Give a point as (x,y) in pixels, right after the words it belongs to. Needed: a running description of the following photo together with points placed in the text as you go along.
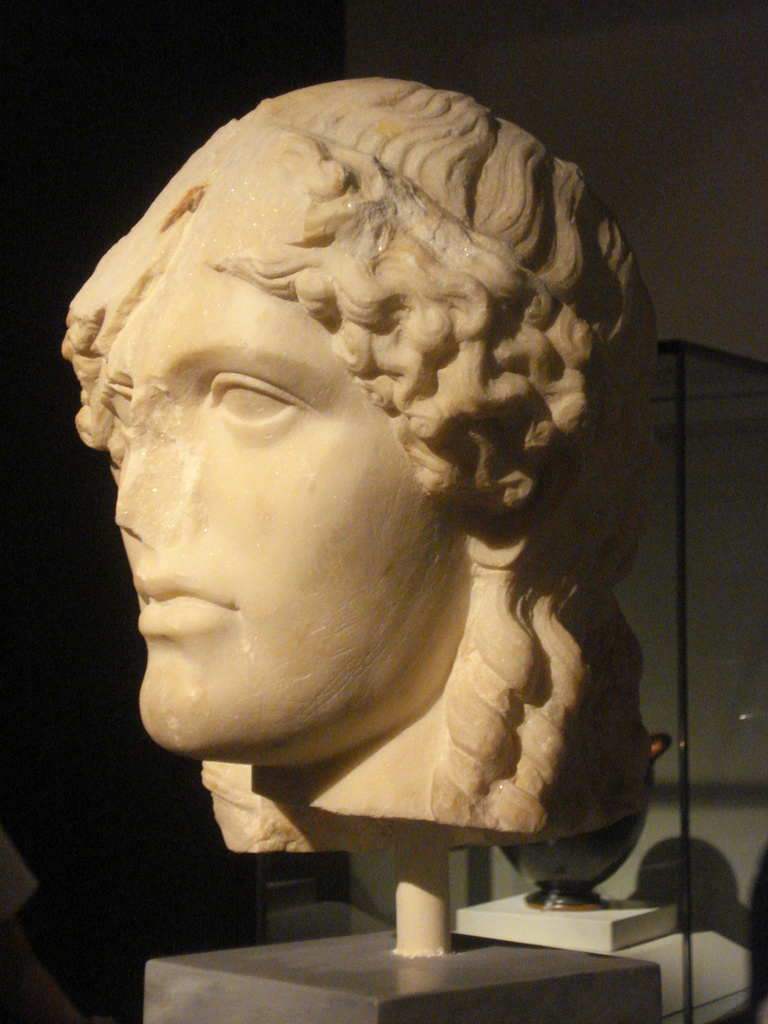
In the center of the image (512,459) we can see a statue (512,459). In the background of the image (725,35) we can see the wall (705,299), glass (705,530), object (656,742).
